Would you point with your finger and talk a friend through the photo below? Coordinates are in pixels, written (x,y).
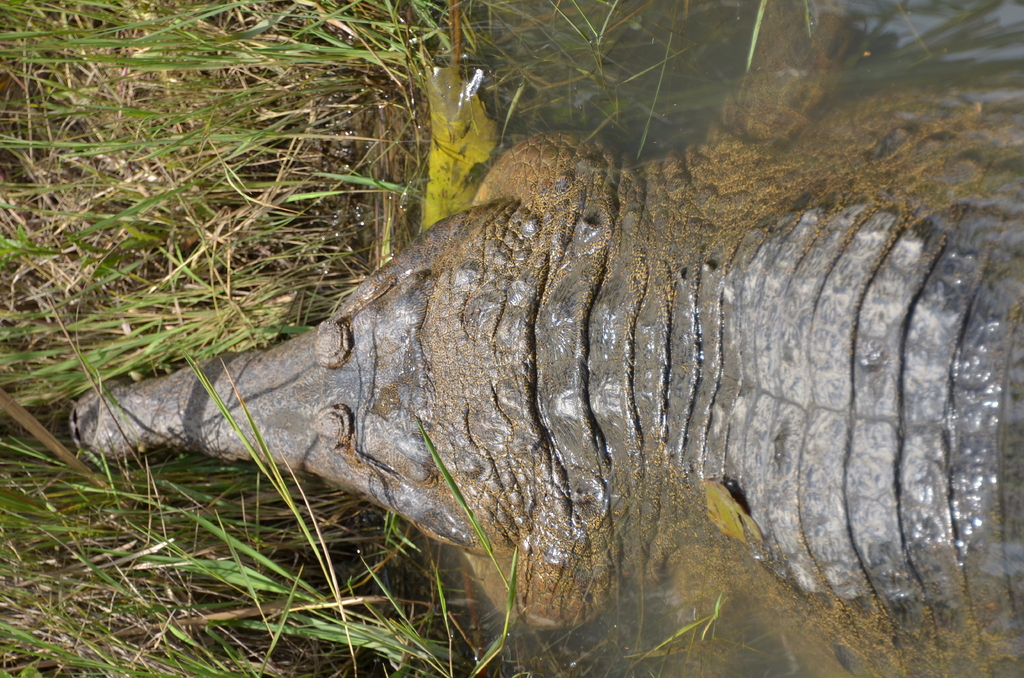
In this image, we can see an animal (708,310). We can see some water (621,44) and some grass (352,583).
